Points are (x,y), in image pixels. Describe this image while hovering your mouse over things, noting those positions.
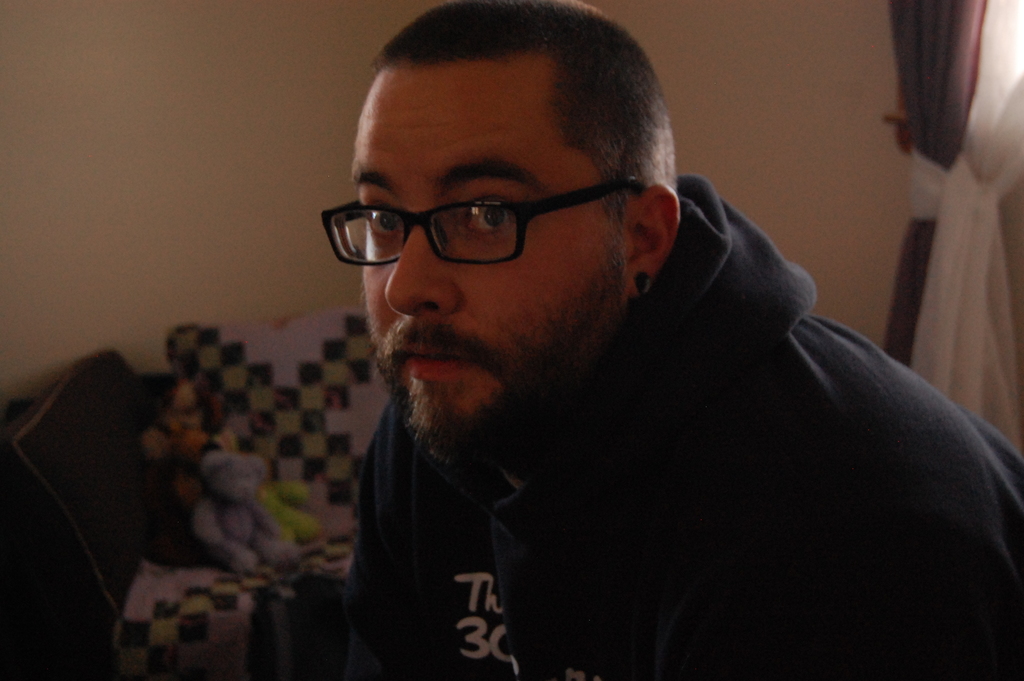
In this picture I can see a man (549,262) is wearing spectacles (403,227) and I can see few toys (248,495) on the chair (327,501) and I can see curtain (953,252) on the right side (934,60) and a wall (270,84) in the background (155,113).
